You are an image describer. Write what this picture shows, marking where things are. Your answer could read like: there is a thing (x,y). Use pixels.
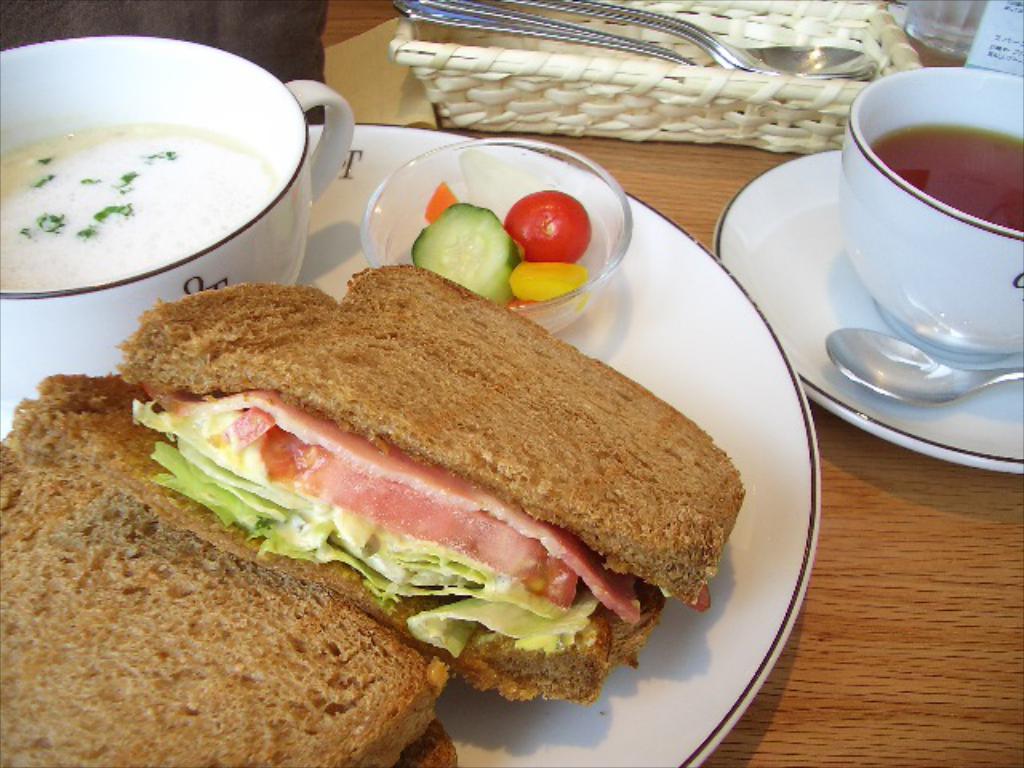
In the image in the center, we can see one table (931,606). On the table (849,495), we can see plates (761,437), cups (857,261), bowls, spoons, some food items (398,269) and one basket (505,107).
